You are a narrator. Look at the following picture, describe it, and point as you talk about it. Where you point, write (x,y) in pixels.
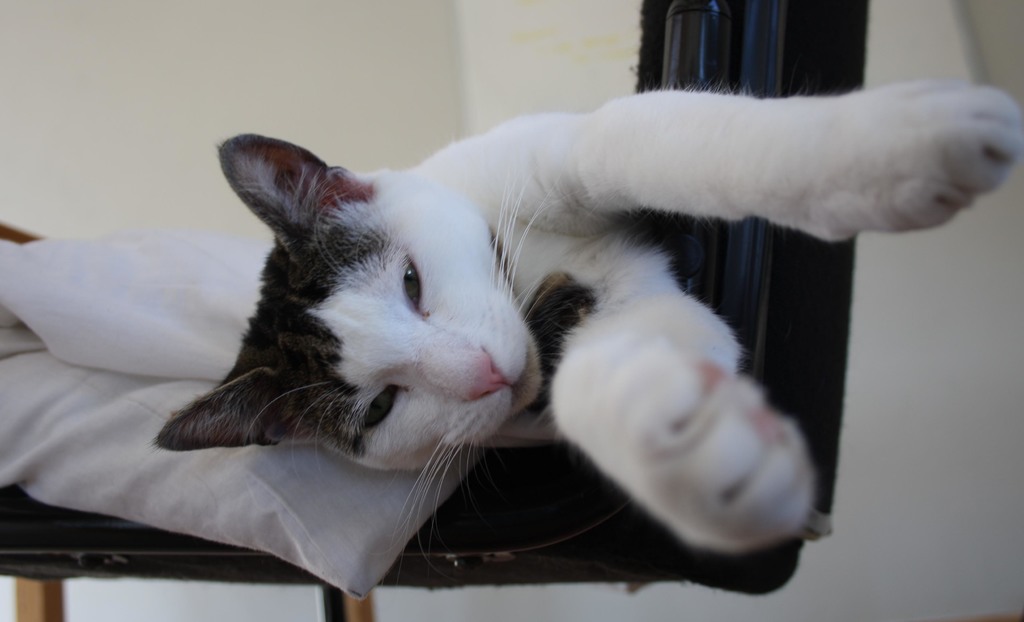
In this image there is a black color chair (575,497) and there is a cat (454,230) on the pillow (195,361) which is placed on the chair (553,506). In the background (144,175) there is plain wall (66,66).
